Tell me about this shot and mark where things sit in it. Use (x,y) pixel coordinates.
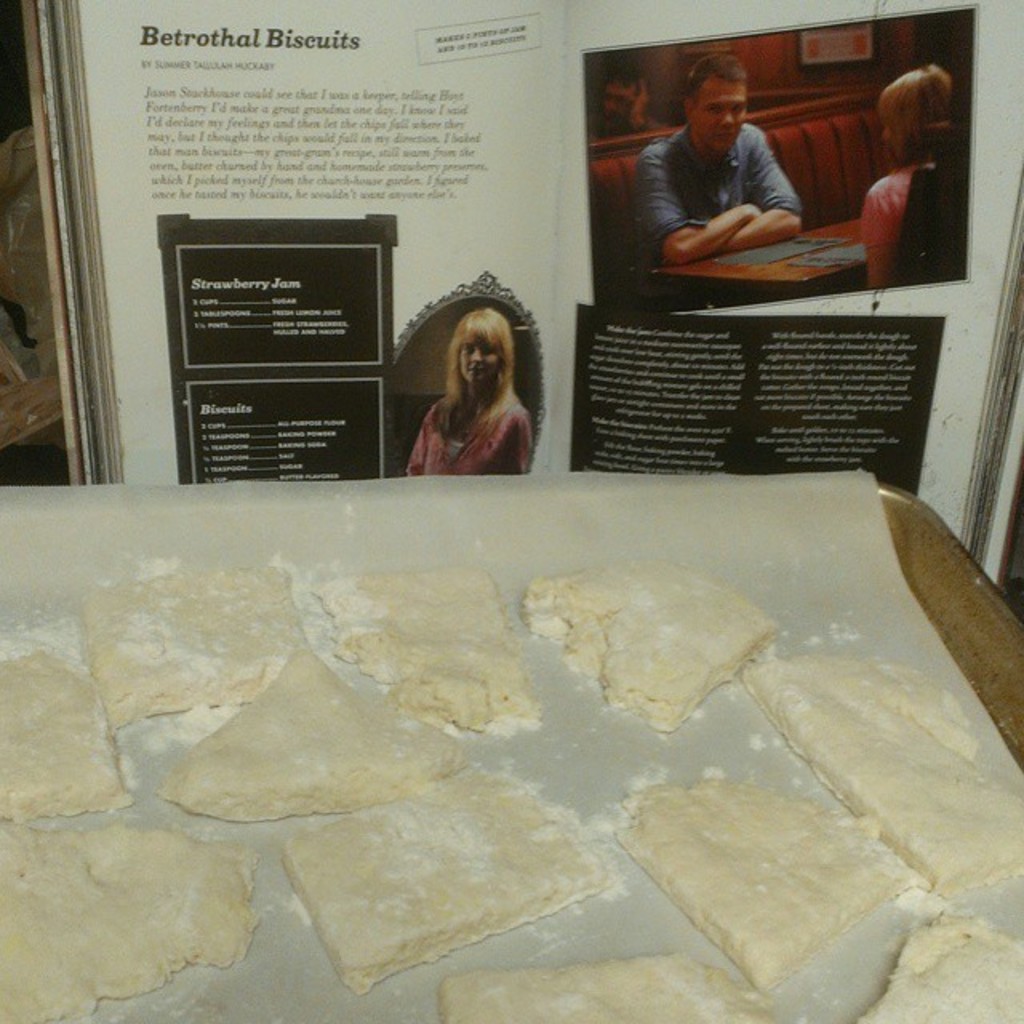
In this picture I can see a food item (468,590) on the paper (800,558), on the tray (917,518), and in the background (563,225) there is a book (463,140).
